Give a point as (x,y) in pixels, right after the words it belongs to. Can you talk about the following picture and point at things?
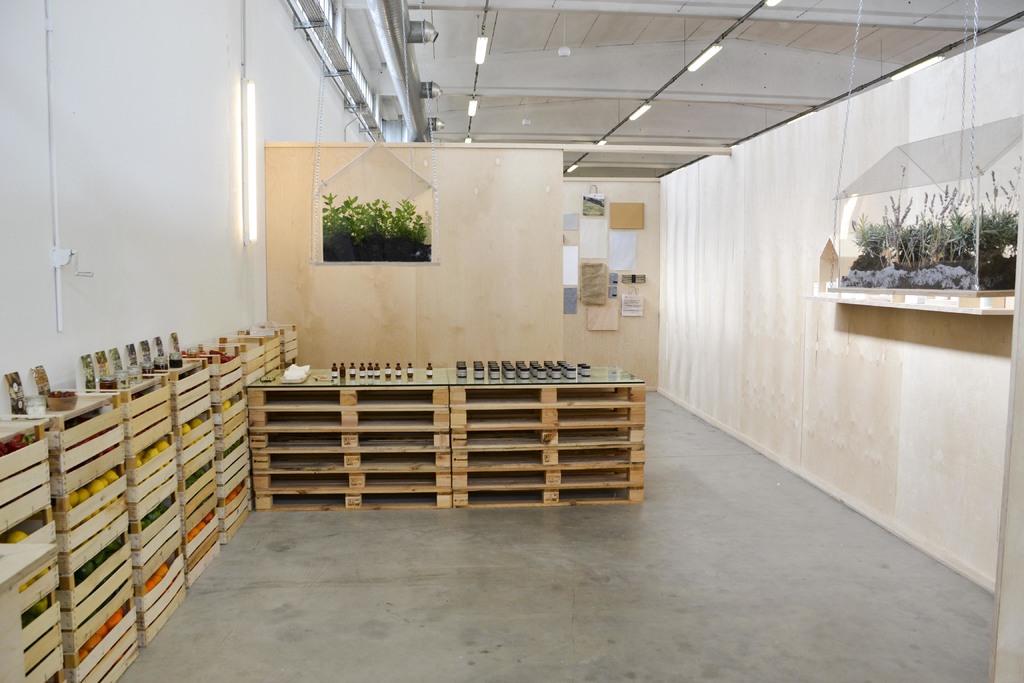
In this image, we can see some boxes (168,379). There are lights (483,44) at the top of the image (703,62). There is a planter (859,237) on the right side of the image (938,240).
